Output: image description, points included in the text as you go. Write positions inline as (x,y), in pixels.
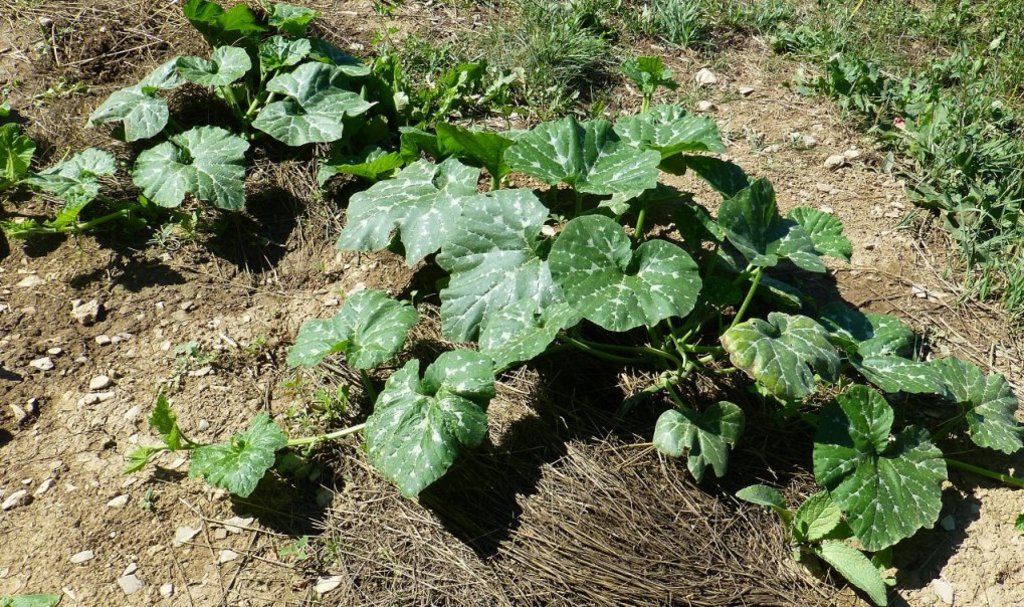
In this image we can see there are some leaves (412,306) on the surface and there are some dry grass (615,487).
